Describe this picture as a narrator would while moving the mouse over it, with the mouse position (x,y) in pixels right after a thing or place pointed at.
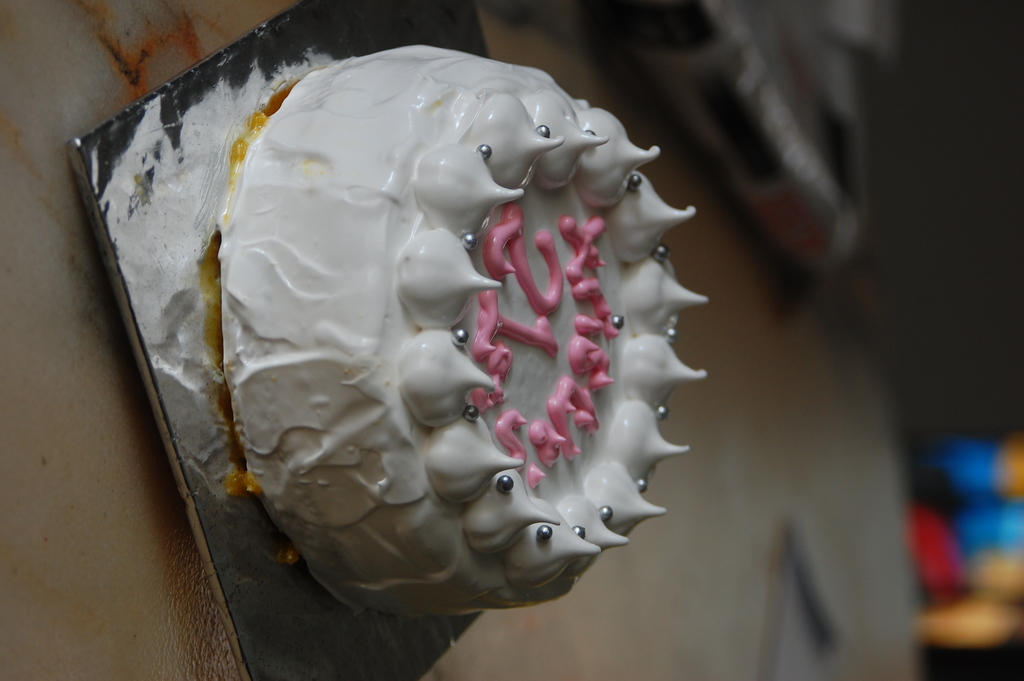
This picture is in right side direction. In this image there is a white color cake (386,177) and there is a text (575,382) on the cake (635,385). At the back (813,213) there are objects (963,470).
